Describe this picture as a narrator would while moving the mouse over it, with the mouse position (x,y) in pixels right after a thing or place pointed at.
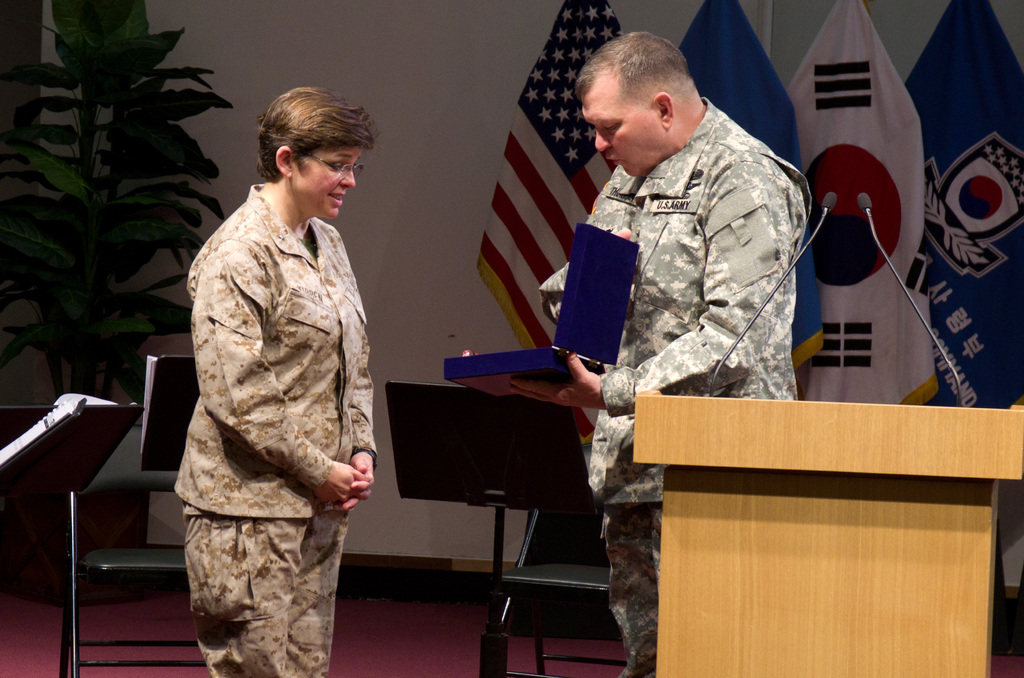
In this picture I can see two persons (316,676) standing, there is a person (567,279) holding an object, there are mikes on the podium (948,675), there are chairs (68,638) and musical book stands (71,475), and in the background (538,279) there are flags (947,25) and a house plant (44,148).
